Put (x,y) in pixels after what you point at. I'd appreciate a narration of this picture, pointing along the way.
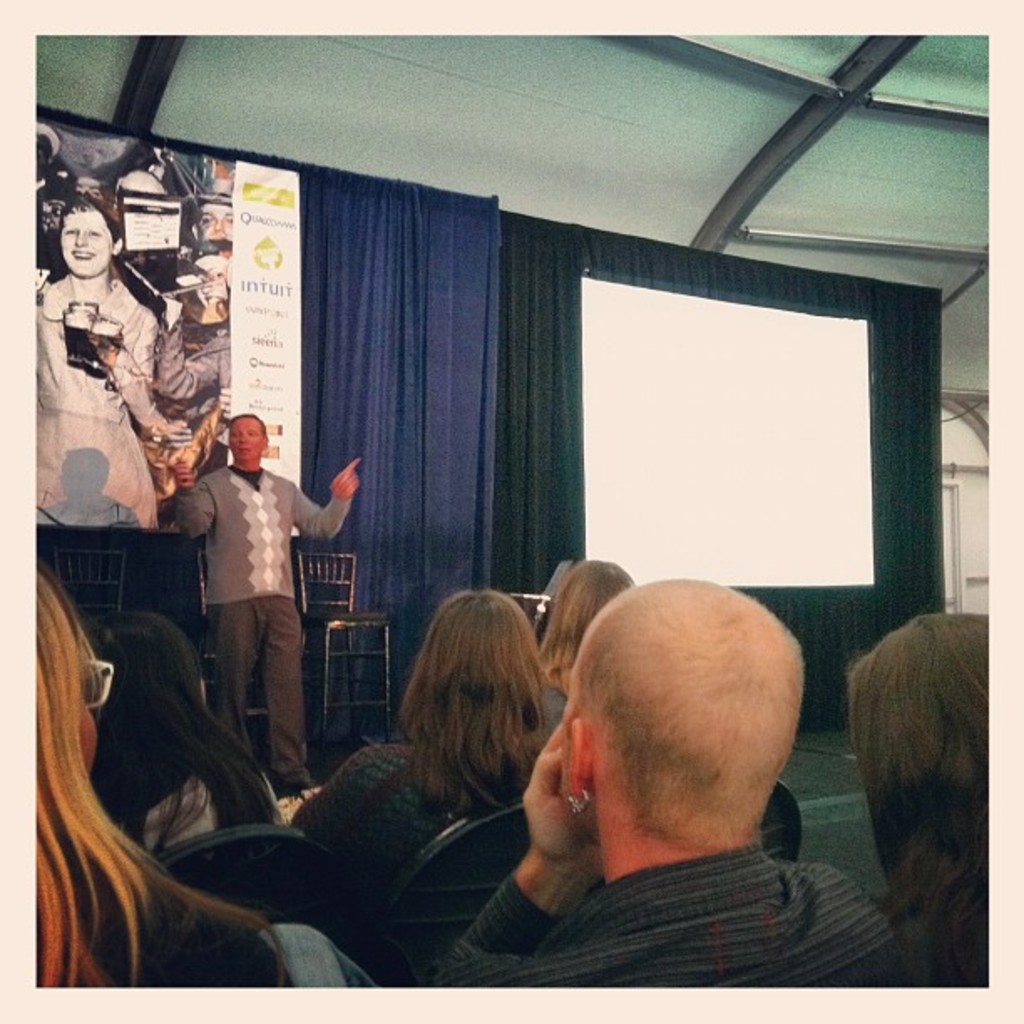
In this picture there is a man (289,619) wearing grey color sweater (260,553) standing and explaining something. In the front (166,754) we can see a group of men and women (503,954) sitting on the chair (223,886) and listening to him. Behind there is a blue curtain (359,238) and a white color poster (267,222).
